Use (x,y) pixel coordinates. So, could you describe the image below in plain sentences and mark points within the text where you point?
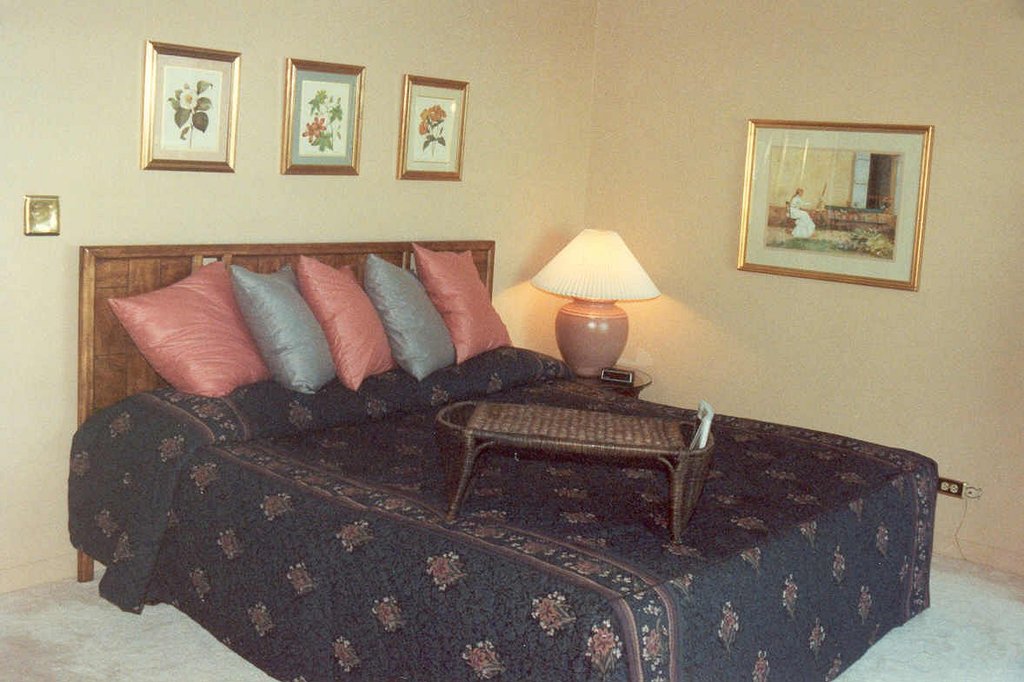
In this image, we can see an inside view of a room (955,113). There is bed (436,570) in the middle of the image (403,286) contains pillows (226,357) and stool (504,409). There is lamp (572,327) on the table (641,377). There are photo frames (398,176) on the wall (115,124).
